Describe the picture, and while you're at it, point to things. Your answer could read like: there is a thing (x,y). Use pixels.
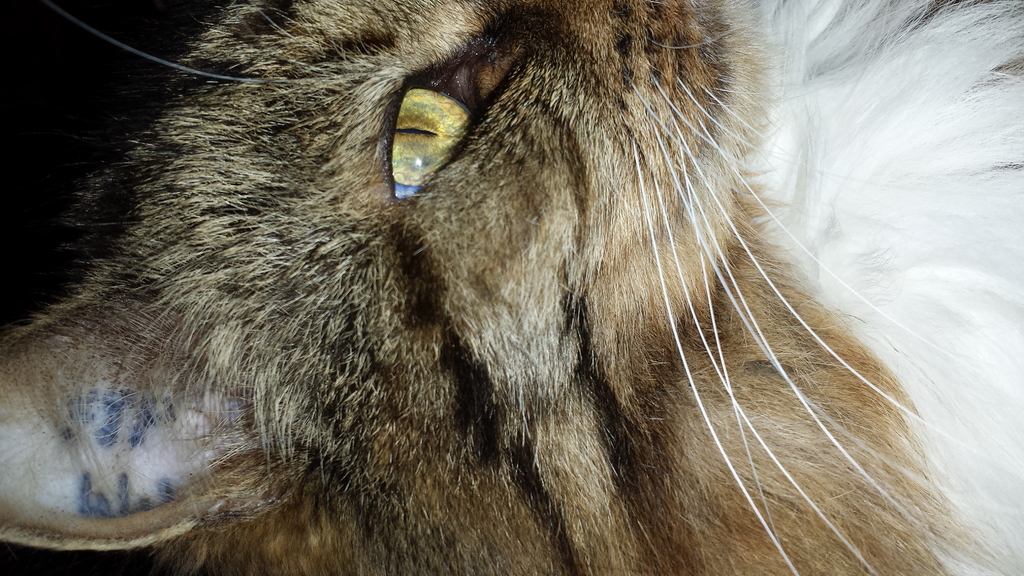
In this image we can see the close view of a cat (618,159). The background of the image (19,23) is dark.
